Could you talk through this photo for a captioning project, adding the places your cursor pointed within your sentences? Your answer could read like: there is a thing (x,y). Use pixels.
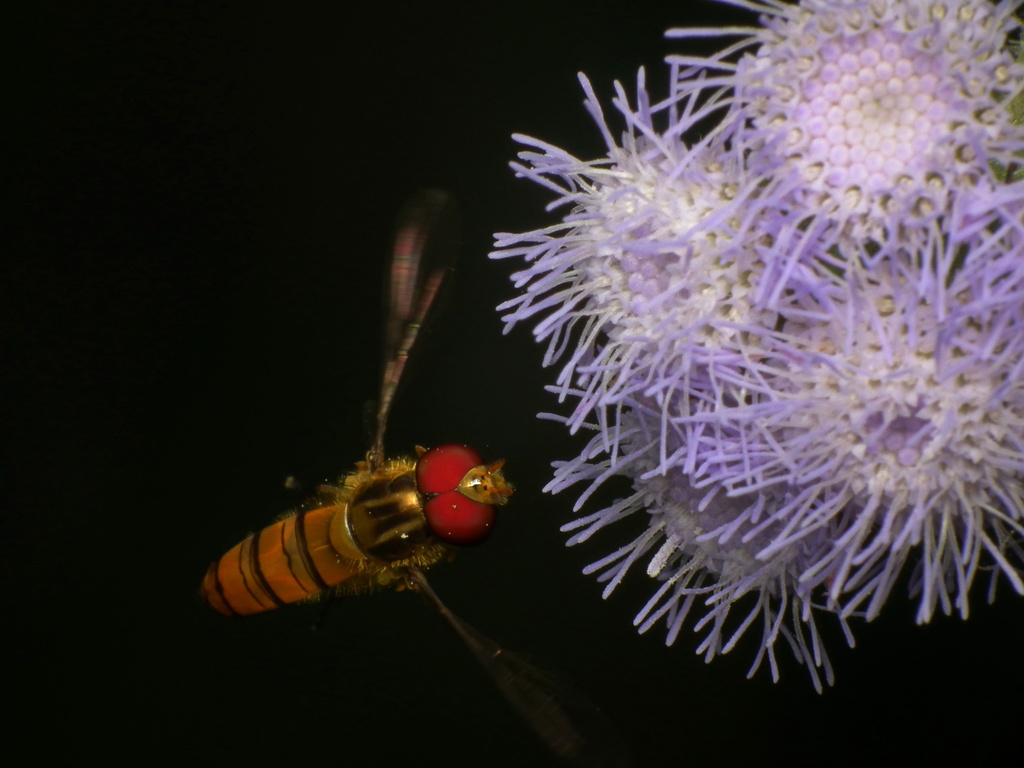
In this picture we can see an insect (452,518) and flowers (687,518) and in the background (24,267) we can see it is dark.
